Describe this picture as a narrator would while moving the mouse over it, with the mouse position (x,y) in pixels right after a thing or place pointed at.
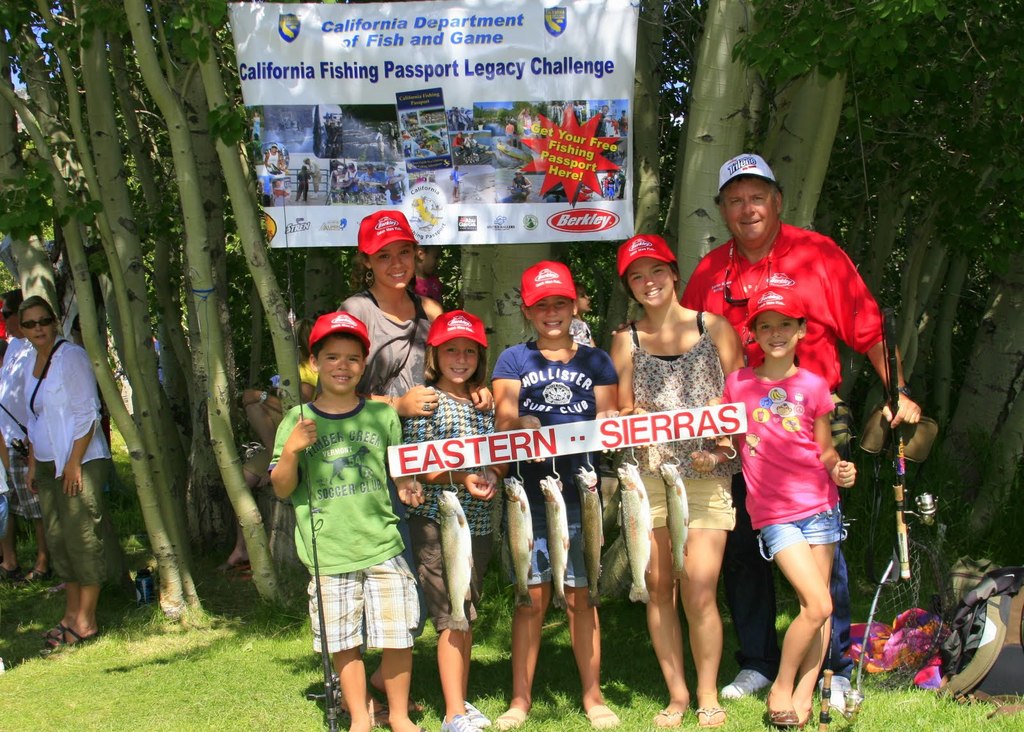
Here I can see few children (548,364) and a man (826,331) are wearing t-shirts (771,507), shorts (536,545), caps (324,320) on the head (670,273), standing, smiling and giving pose for the picture. The children (390,438) are holding a board (586,432) to which fishes (446,528) are hanging. At the bottom (152,717), I can see the grass (190,685). In the background (266,260) there are many trees (639,160). At the top (364,134) there is a banner (289,84) which attaches to the trees (651,68). On the left side (83,476) there are few people (73,486) standing and a person (55,393) is looking at these people (540,381). On the right side (955,668) there are few bags (932,662) placed on the ground (947,697).
